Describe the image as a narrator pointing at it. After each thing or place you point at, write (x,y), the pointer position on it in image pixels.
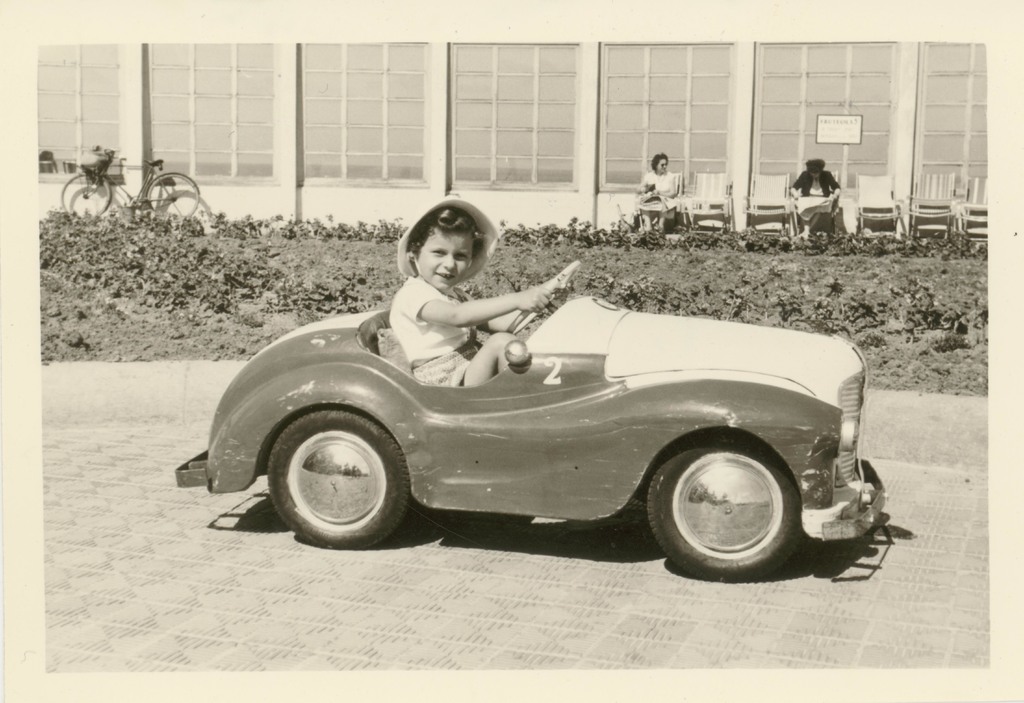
In this image we can see there is a person (516,299) driving a car (836,343). At the back (303,269) there are plants (874,325). And there is a building (385,202), in front of the building (766,166) there are chairs (702,176) and persons (822,172) sitting on it and holding a cup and a paper (806,209). And there is a bicycle (144,186).
